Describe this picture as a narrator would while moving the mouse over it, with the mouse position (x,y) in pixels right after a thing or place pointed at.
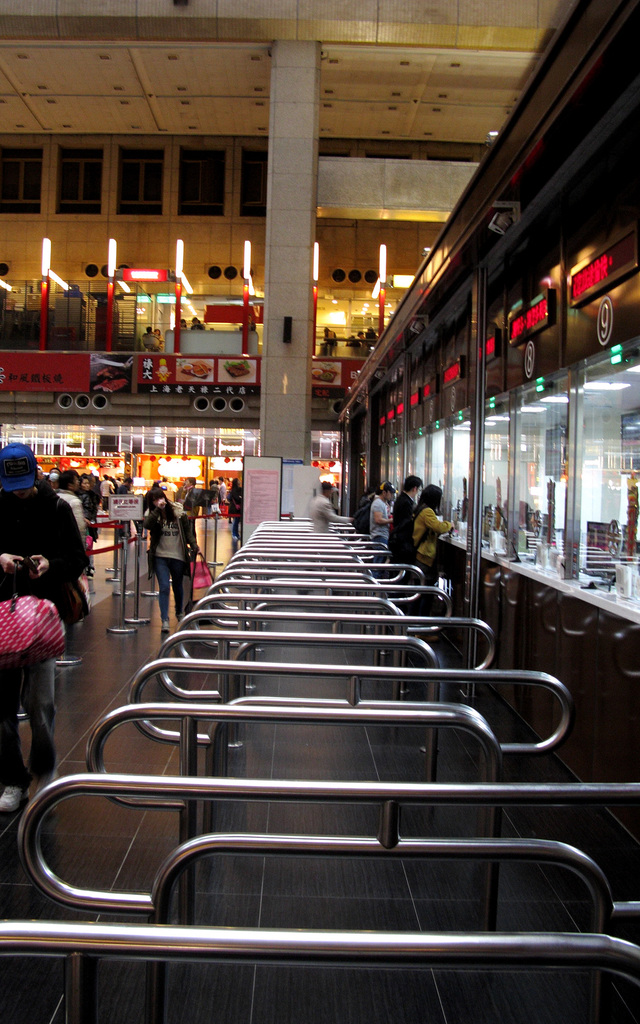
In this image I can see a crowd (34,486) on the floor (118,615), metal rods (224,601), glasses (633,565) and shops (491,367). In the background (333,325) I can see buildings (341,323), lights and windows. This image is taken may be in a mall (5,302).
